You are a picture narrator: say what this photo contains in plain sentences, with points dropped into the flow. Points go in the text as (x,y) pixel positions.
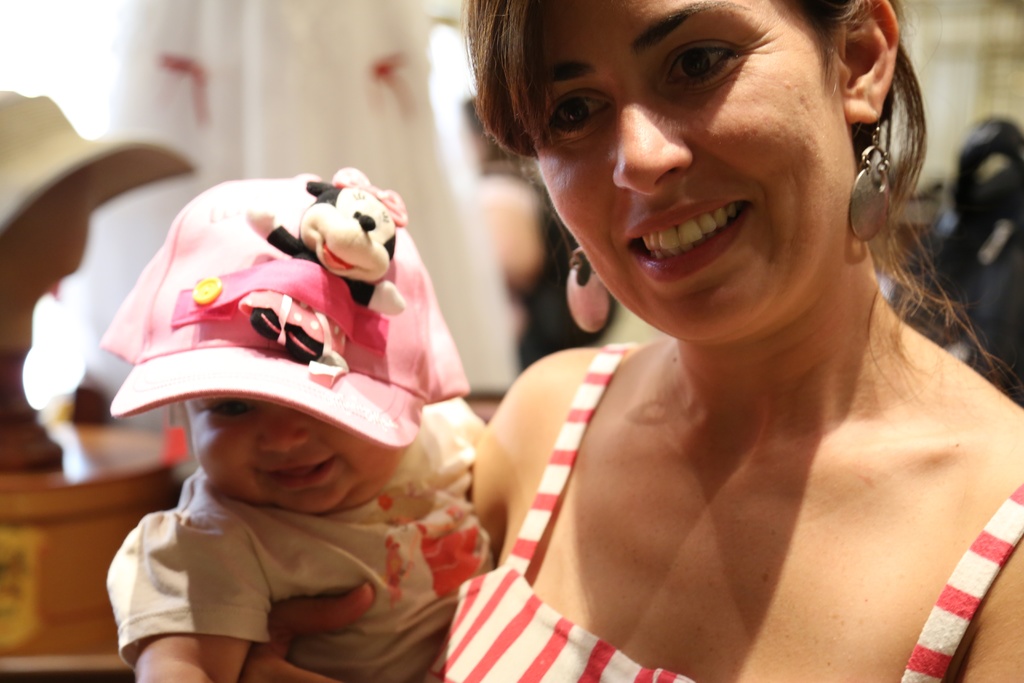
Here I can see a woman (709,399) carrying a baby (289,501) and smiling by looking at the left side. There is a cap (294,383) on the baby's head (379,457) and the baby (313,467) is smiling. The background (103,219) is blurred. On the left side (63,488) there is a table (66,501) on which an object (34,234) is placed. In the background (495,235) there is a person (486,204) standing.
